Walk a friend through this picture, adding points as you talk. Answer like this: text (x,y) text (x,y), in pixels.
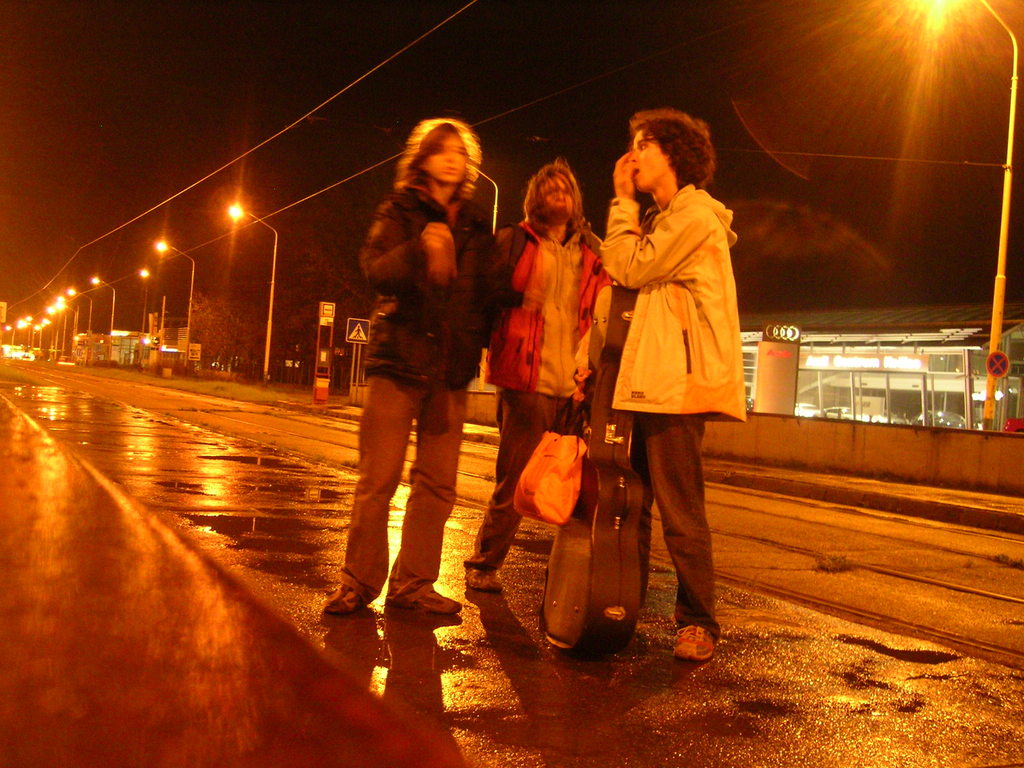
In this picture there are people (721,392) standing and we can see bags (615,510), poles (1000,309), road (214,466), lights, boards (777,325), shed (1013,365), wires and trees (198,341). In the background of the image (287,371) it is dark.
